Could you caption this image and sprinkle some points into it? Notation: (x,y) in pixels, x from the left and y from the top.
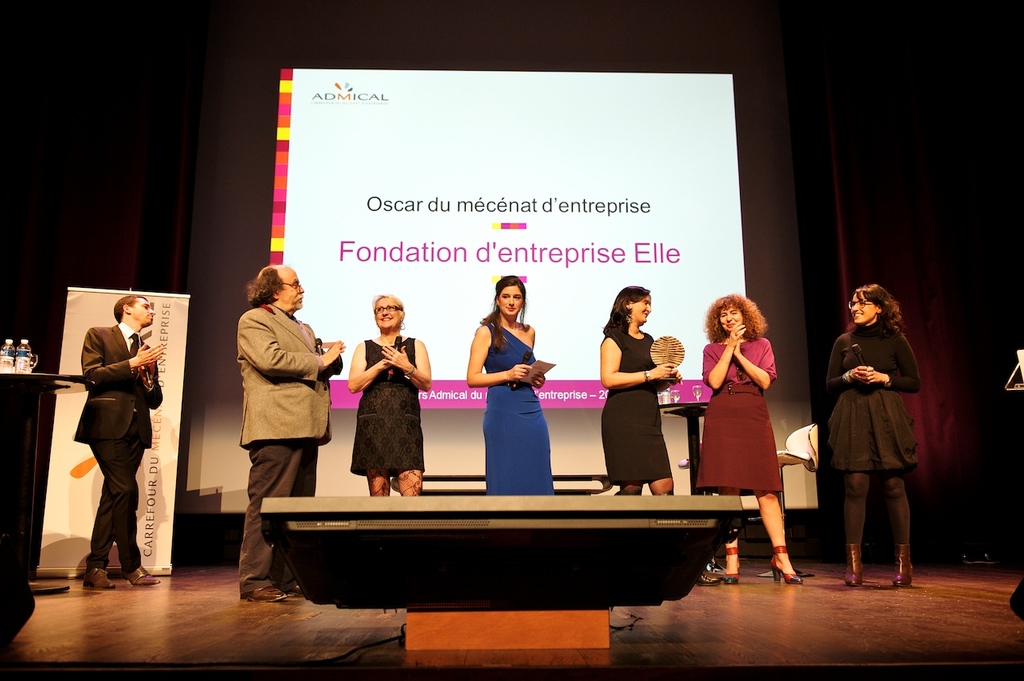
In this image we can see a few people (324,375) standing on the stage (970,614), we can see microphones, at the bottom (552,504) we can see an object (561,590), on the left (32,412) we can see the table (32,412) and bottles (20,359) on it, in the background (288,149) we can see some written text (455,209) on the board (417,270), curtains (905,298).
